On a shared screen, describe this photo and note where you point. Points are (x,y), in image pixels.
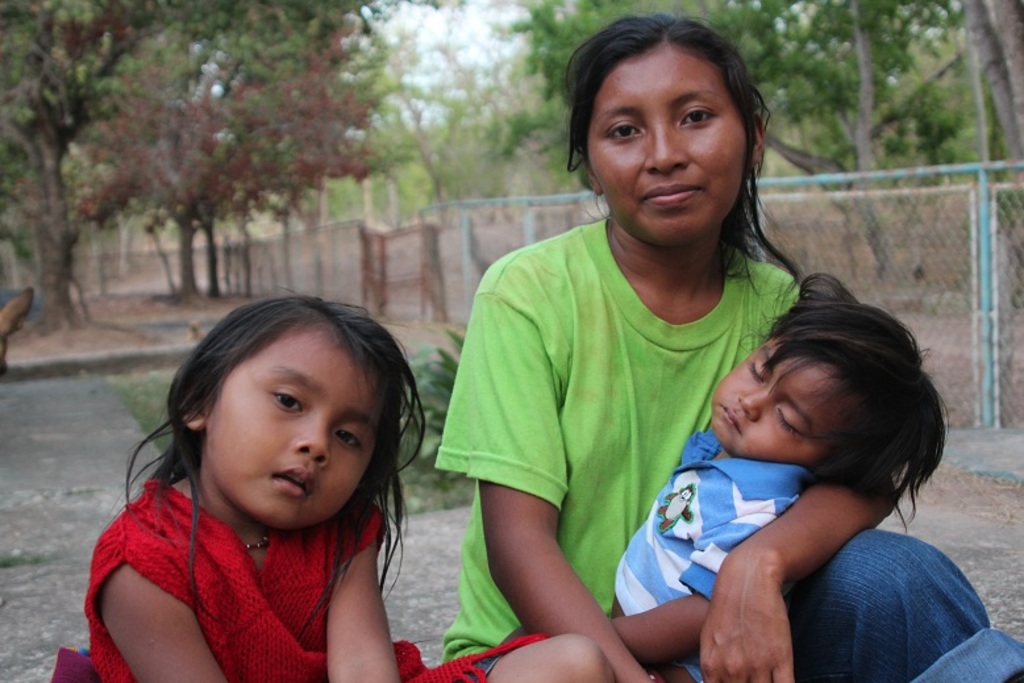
In this image there is a woman (615,273) and two children (277,492) sitting on the path (463,530), behind them there are trees (51,269), plants (464,486) and net fence (366,232).
